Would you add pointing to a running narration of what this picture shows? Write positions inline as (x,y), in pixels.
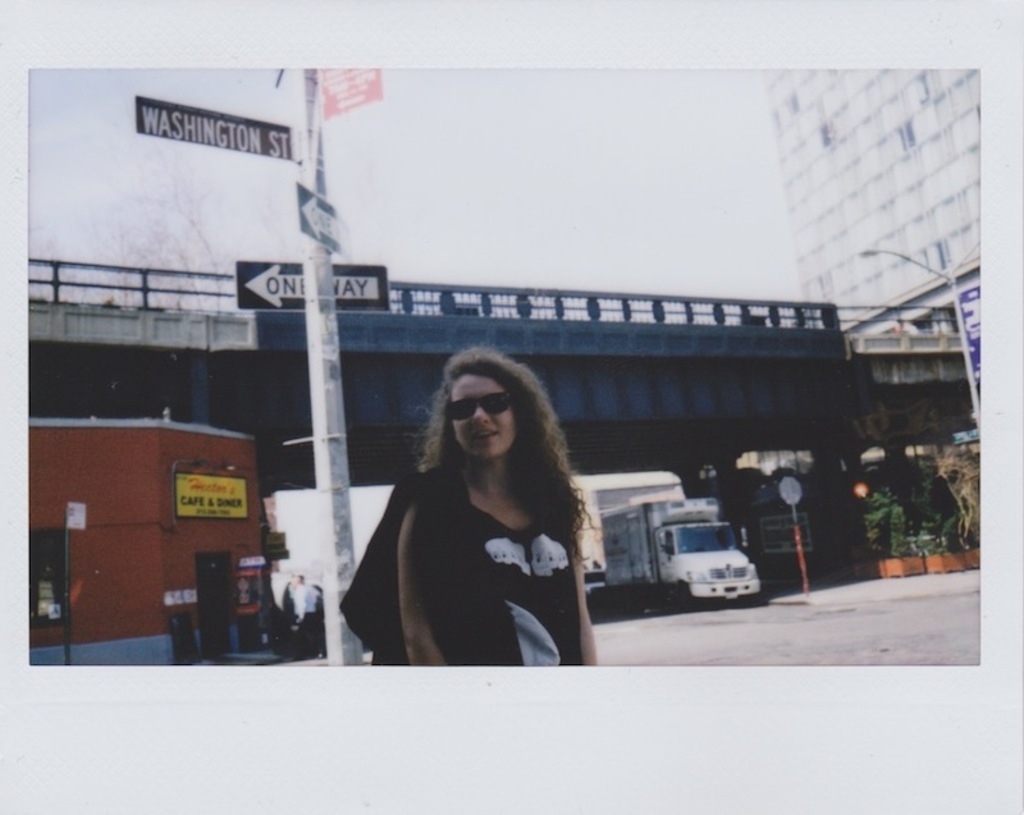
There is a girl (531,480) standing in the foreground area of the image (564,493), there are plants (939,464), poles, vehicles (642,541), building (917,198), a bridge (602,324) and the sky (638,242) in the background (536,324).
